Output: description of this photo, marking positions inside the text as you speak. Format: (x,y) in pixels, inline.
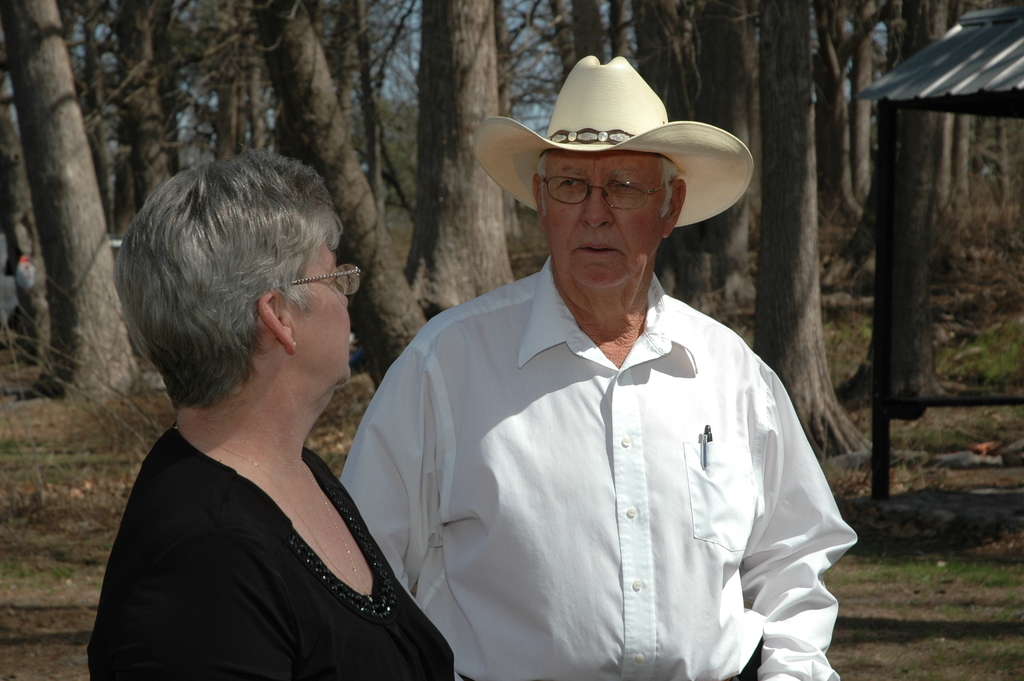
In this image we can see a man (527,340) and a woman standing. In that a man (521,373) is wearing a hat (725,176). On the backside (916,597) we can see some grass (871,583), a shed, the bark (927,226) of the trees (496,269), a group of trees (484,286) and the sky (183,82).
